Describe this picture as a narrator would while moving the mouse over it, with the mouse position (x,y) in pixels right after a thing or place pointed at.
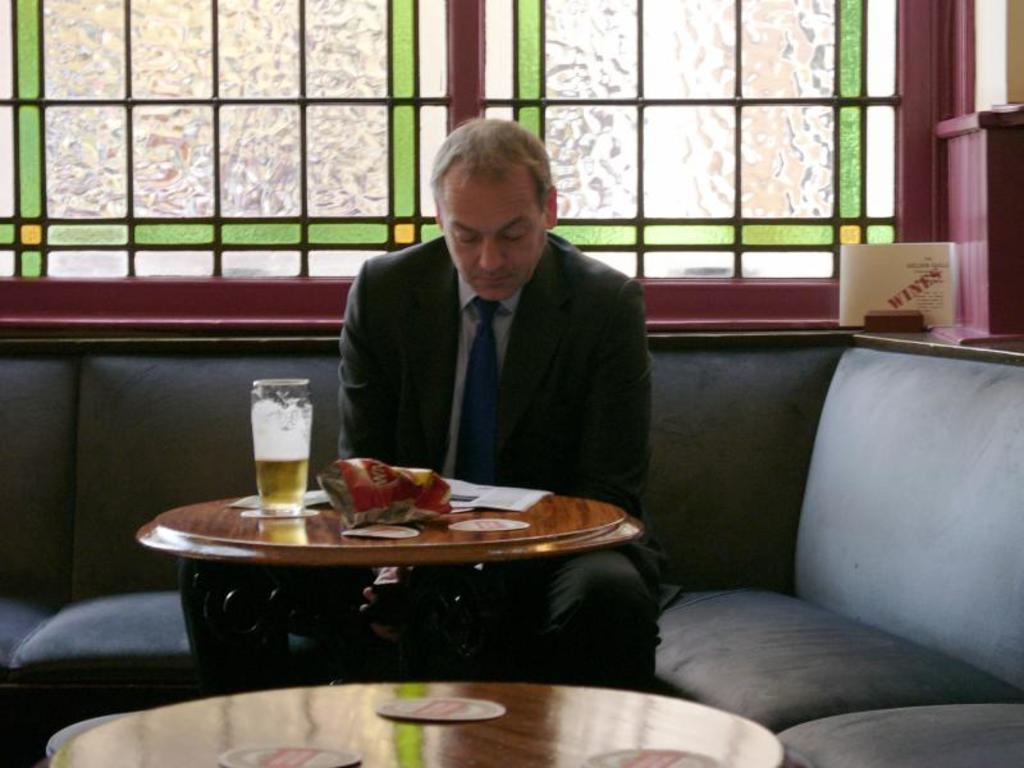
In this image i can see a man (633,383) sitting on a couch (712,484) there are few papers (520,491), glass (297,504) on a table (313,509) at the back ground (316,192) i can see a window (333,169).
